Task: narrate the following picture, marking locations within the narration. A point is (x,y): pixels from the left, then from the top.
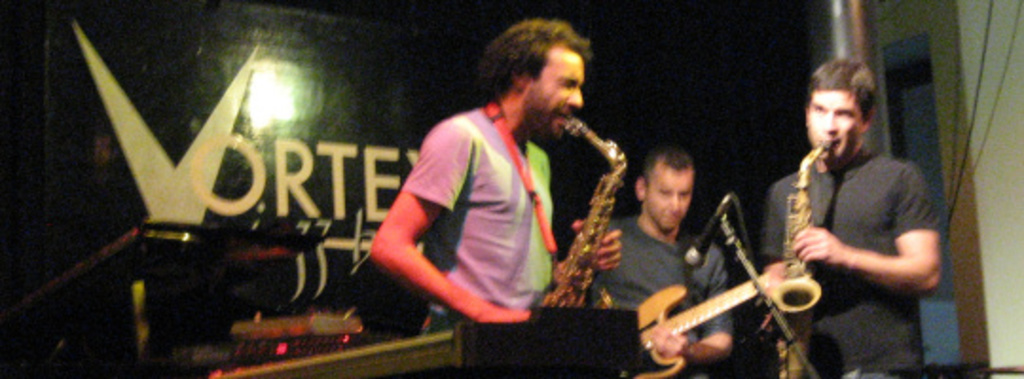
This is a blurred picture where we can see three people (490,274) playing some musical instruments (661,315) and two among them are in black tee shirts (875,241).
